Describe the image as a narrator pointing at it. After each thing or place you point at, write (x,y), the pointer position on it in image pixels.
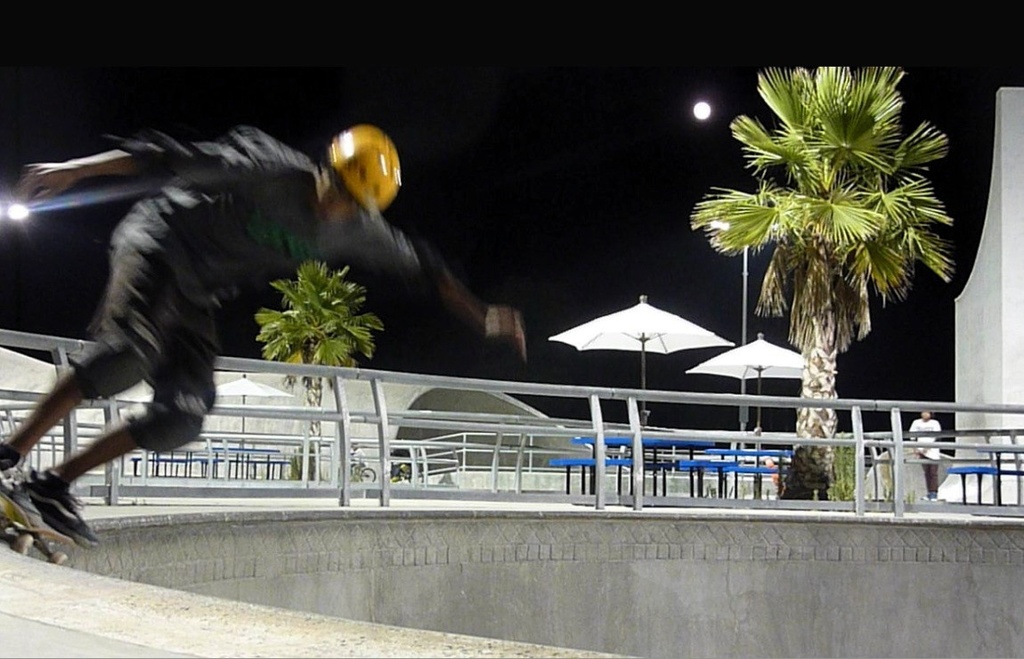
In this image I can see a person (83,371) skating and the person (222,175) is wearing black dress (260,137) and yellow color helmet (342,141). Background (766,353) I can see few trees (752,136) in green color and umbrellas (749,358) in white color and I can also see the moon (699,105).
